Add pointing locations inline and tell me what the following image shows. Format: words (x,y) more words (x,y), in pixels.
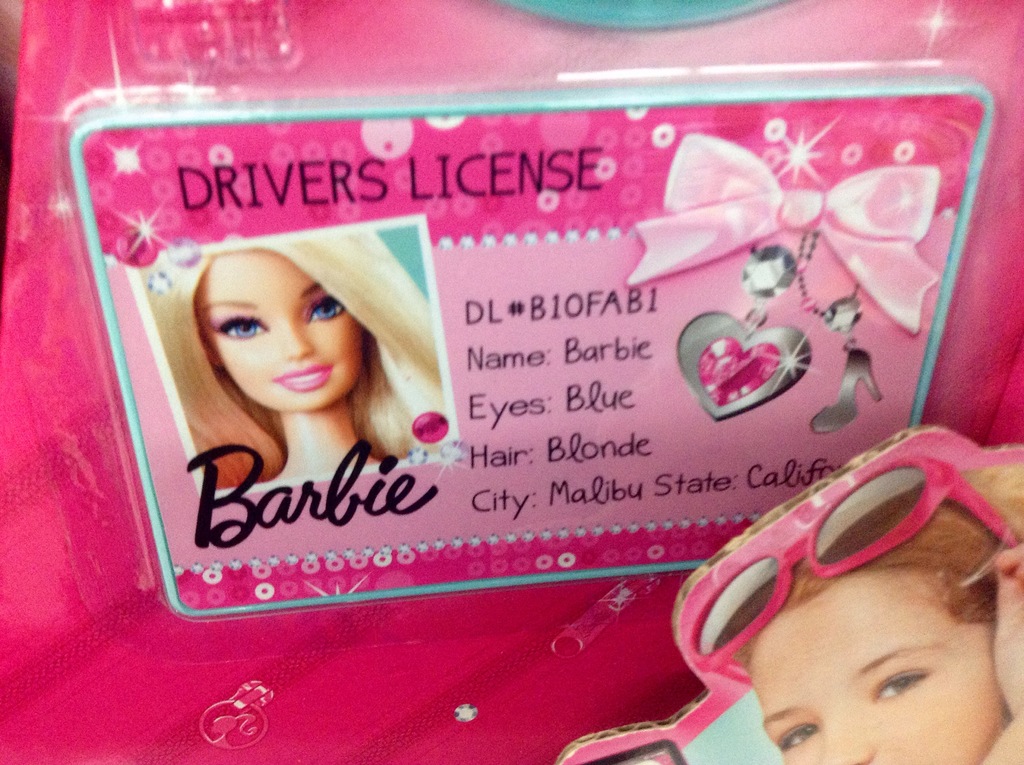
This picture shows a cover (243,217) and we see a cartoon picture (207,307) and we see a girl picture (772,667) on the side and some text (576,441) on it.
